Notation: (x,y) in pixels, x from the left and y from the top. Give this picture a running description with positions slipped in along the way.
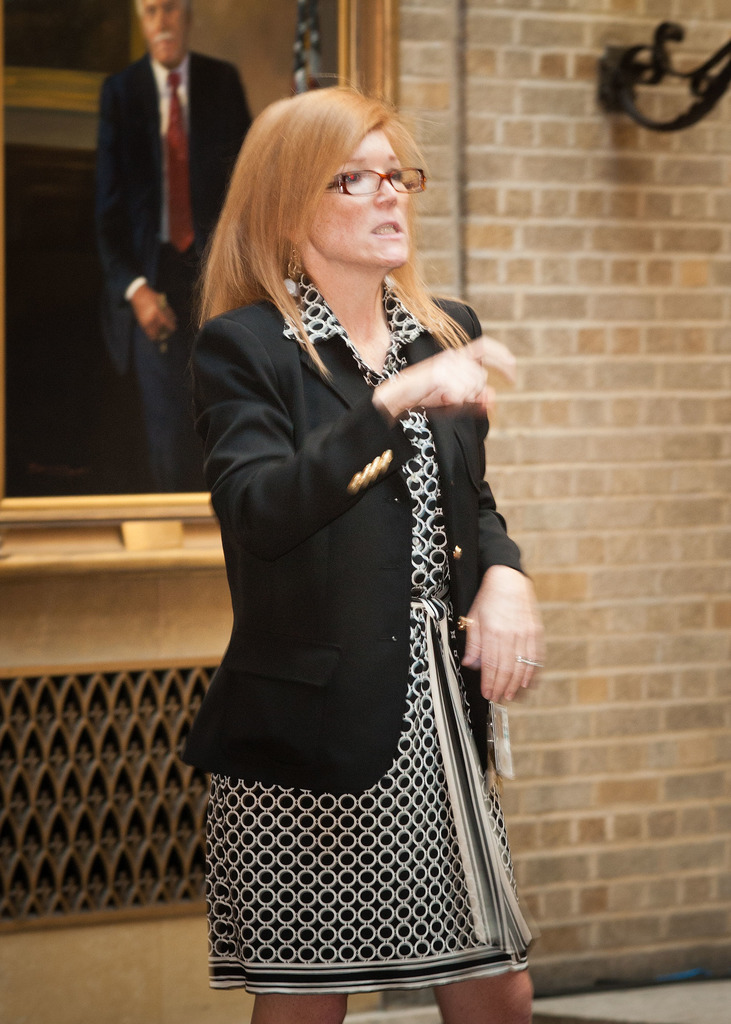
In this picture there is a woman (276,465) who is wearing spectacle (374,173), blazer (321,614) and dress (455,764). Behind her I can see a frame (228,169) which is placed on the wall (423,205). In the frame (213,194) I can see the man (155,191) who is standing near to the flag (301,35) and window (61,66). In the top right corner (631,100) I can see the stand (712,91) which is placed on the brick wall (620,215).
